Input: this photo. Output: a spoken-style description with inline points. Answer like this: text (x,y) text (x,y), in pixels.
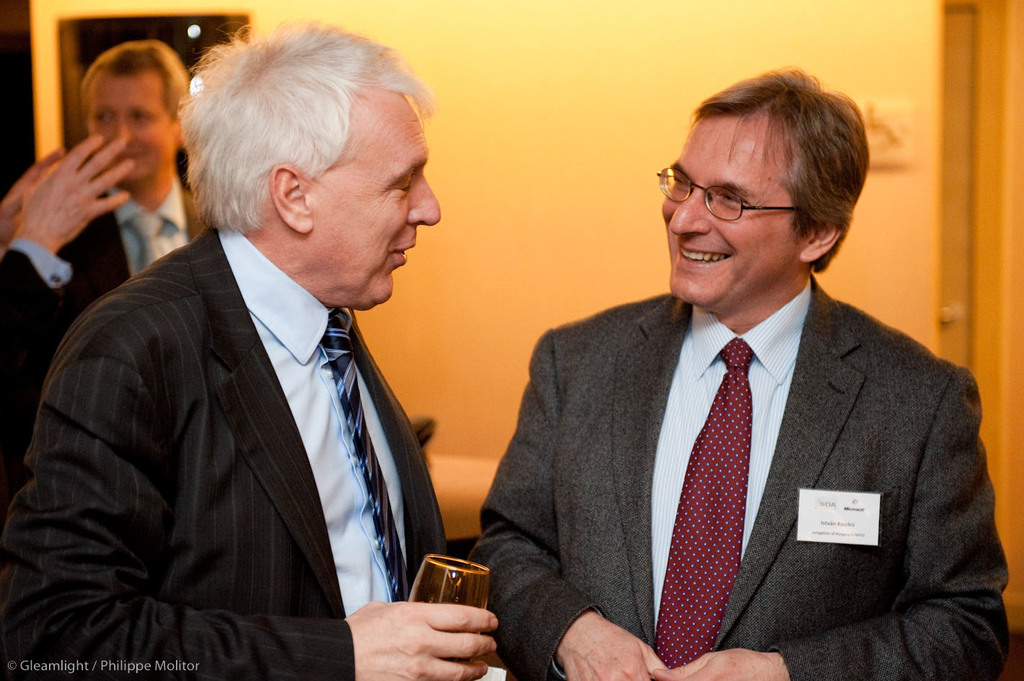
In this image, we can see three people (917,497) are in a suit (613,494). Here two people (565,342) are looking at each other and smiling. On the left side (300,444), an old man (305,481) is holding a glass (440,594). Right side of the image (844,307), a man (720,265) is wearing spectacles (717,201). Background (503,317) there is a wall (516,240) and black color object (222,24). Here we can see human hands (45,229). At the bottom of the image (100,665), there is a watermark (101,660).
